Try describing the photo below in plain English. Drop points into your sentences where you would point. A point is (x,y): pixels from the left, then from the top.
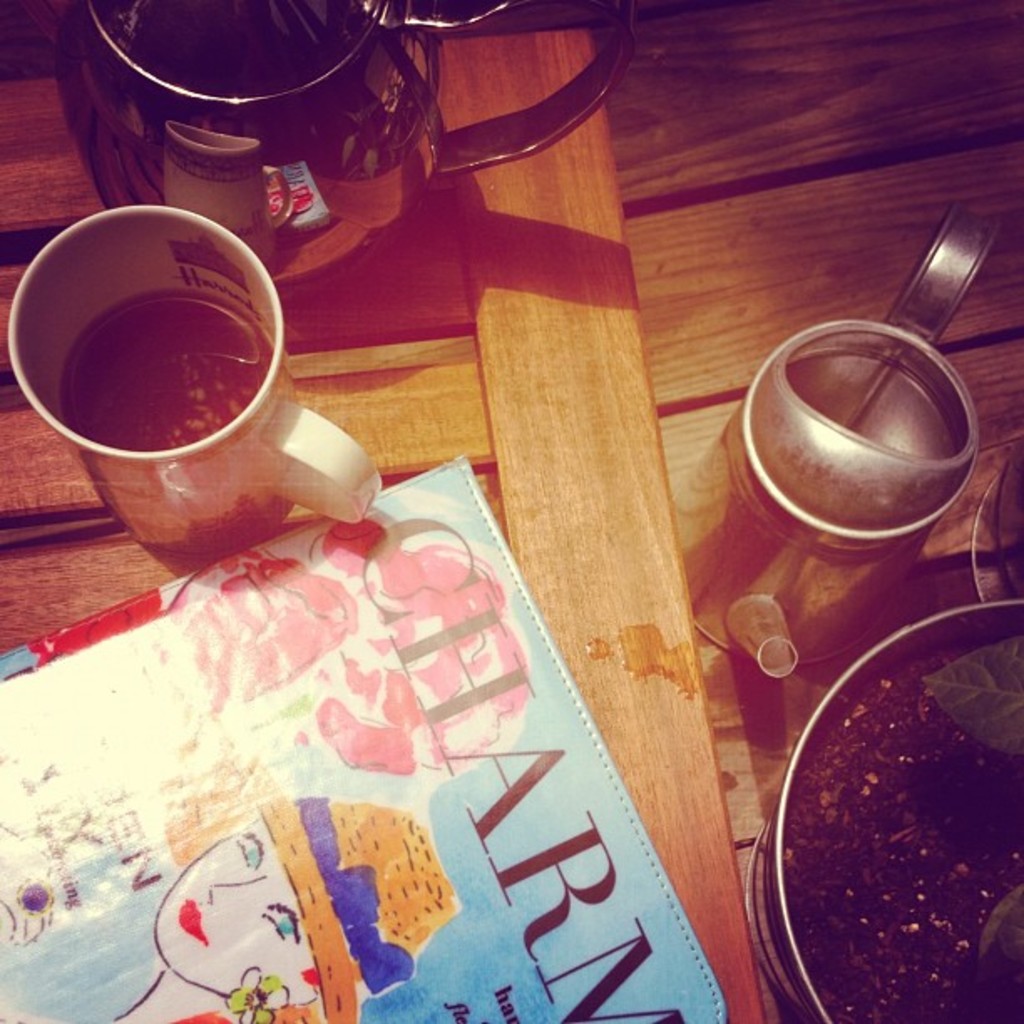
In this image we can see a table (522,301) and on the table (435,420) there are kettle (336,166), jug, coffee mug (270,330), houseplant (873,916) and a book (529,744).
